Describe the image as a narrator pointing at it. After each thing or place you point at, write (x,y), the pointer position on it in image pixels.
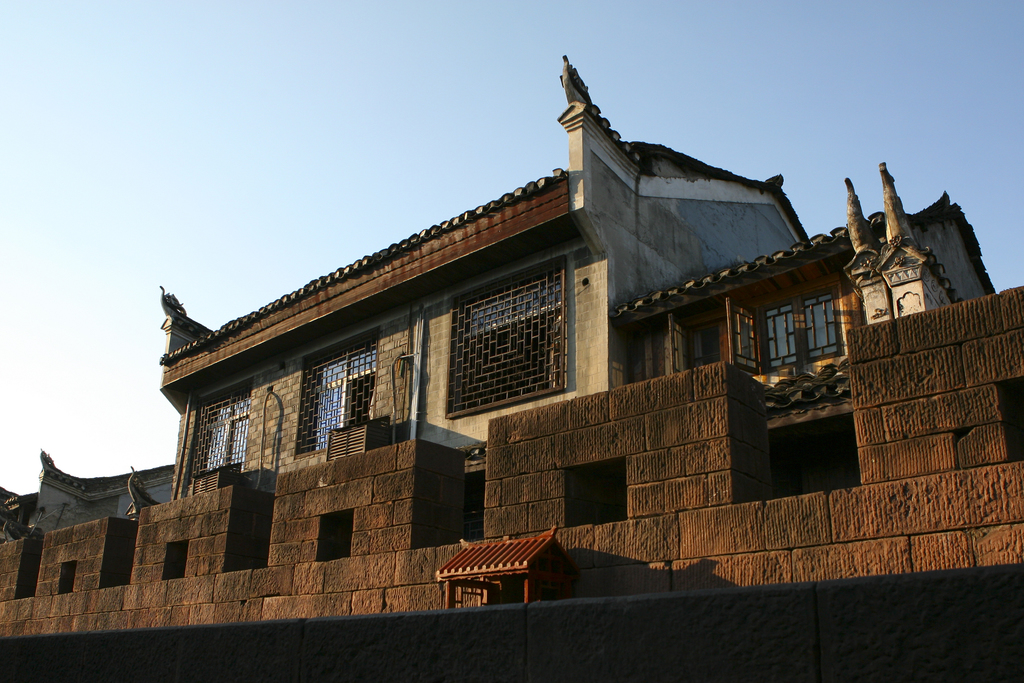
In this picture I can see the building (476,475). I can see glass windows (507,364). I can see metal grills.
